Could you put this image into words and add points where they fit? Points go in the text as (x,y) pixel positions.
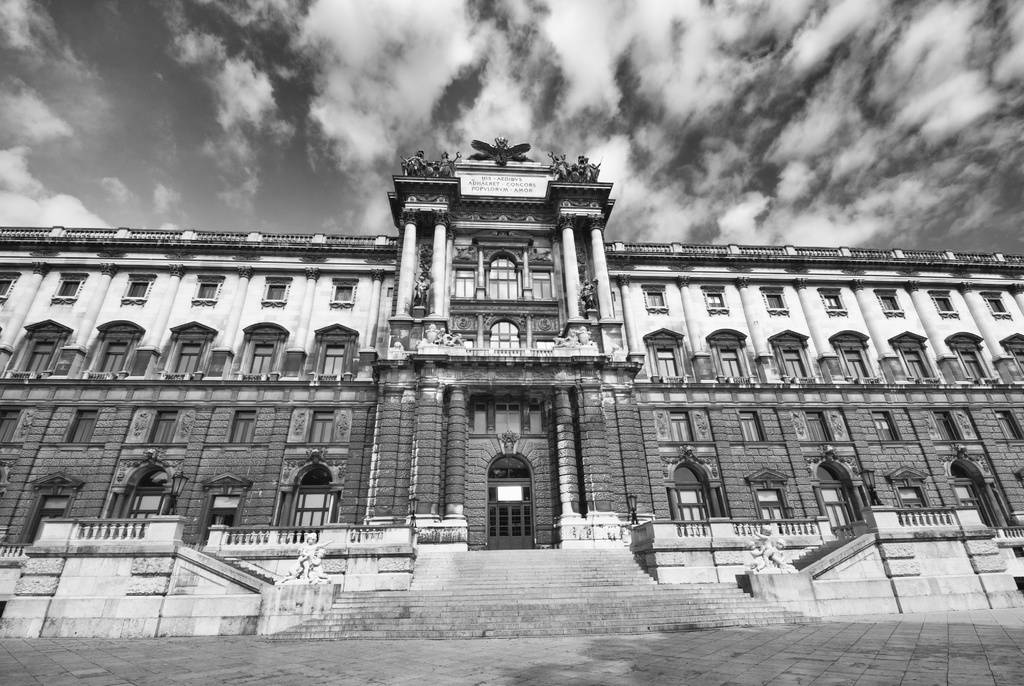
This is a black and white. This is a building (502,545) and there are steps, light poles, statues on a platform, windows (58,501), doors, statues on the building (35,543), name board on the wall (487,214) and clouds (409,58) in the sky (381,55).
